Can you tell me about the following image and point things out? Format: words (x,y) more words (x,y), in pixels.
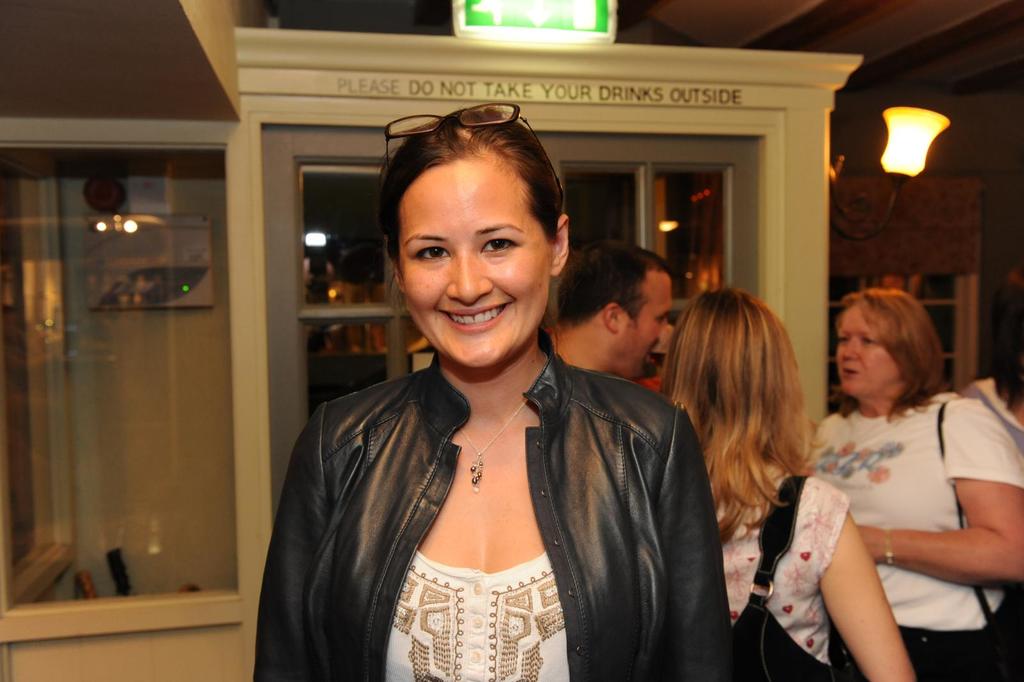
In the center of the image (517,318) there are people (420,428). In the background of the image (260,263) there is door (273,373). At the top of the image (58,19) there is ceiling (61,76) with lights (467,18). To the left side of the image (115,212) there is glass (18,512) through which we can see some objects (97,230).
